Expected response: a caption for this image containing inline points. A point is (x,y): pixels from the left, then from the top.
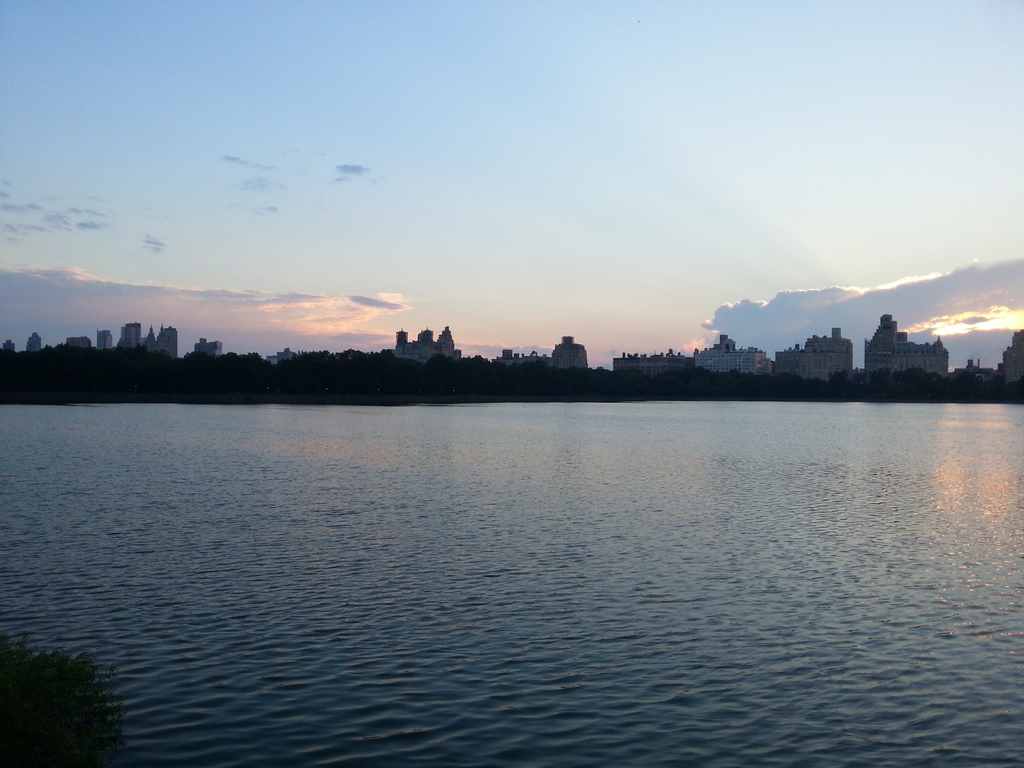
In this picture we can see the water (471,764), trees (104,362), buildings (822,343) and the cloudy sky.
